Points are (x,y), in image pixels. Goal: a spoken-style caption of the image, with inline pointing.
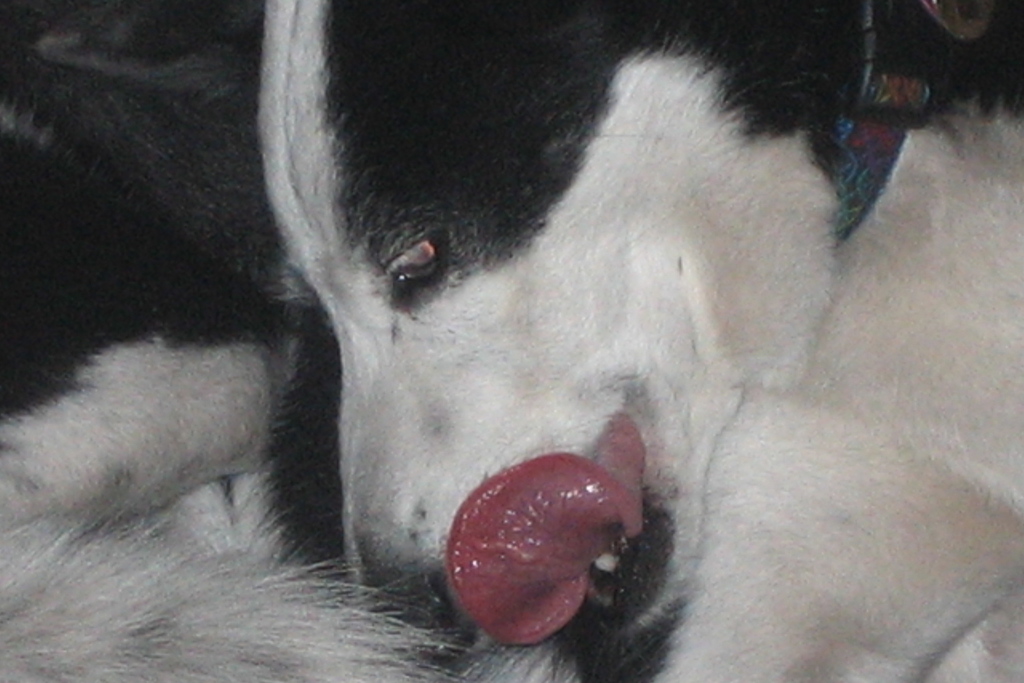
In this image, we can see a white and black color dog (251,334).
